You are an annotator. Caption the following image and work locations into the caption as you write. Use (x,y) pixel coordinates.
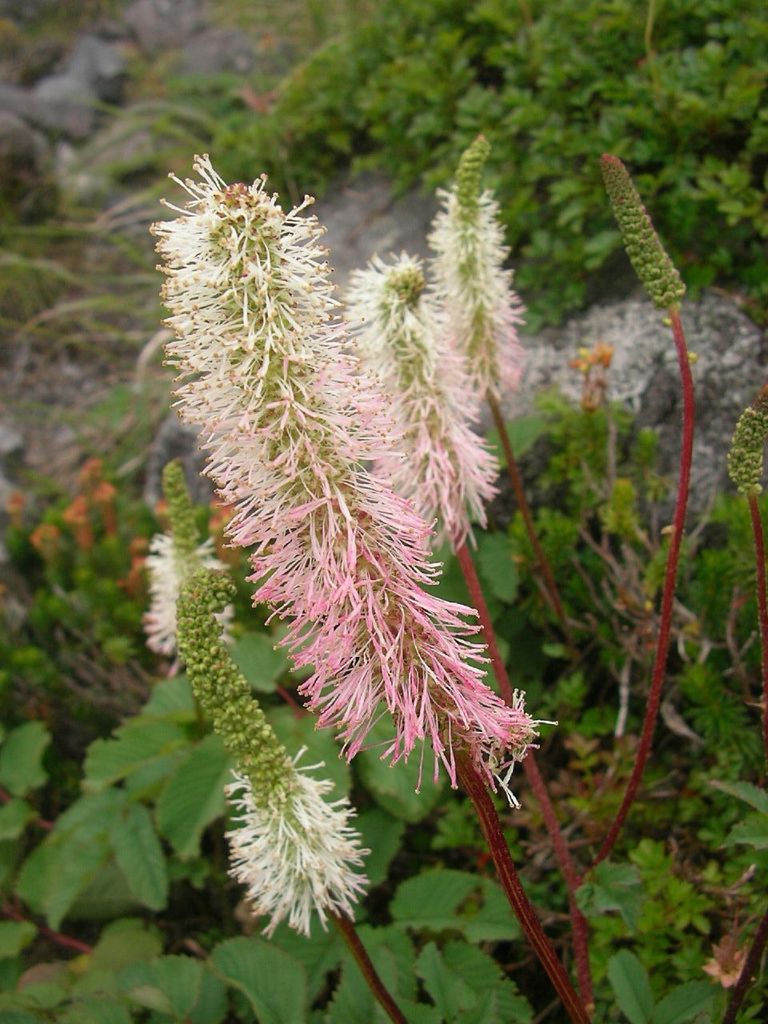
In this picture we can see plants (241,385) and rocks (99,91) on the path (116,325).
